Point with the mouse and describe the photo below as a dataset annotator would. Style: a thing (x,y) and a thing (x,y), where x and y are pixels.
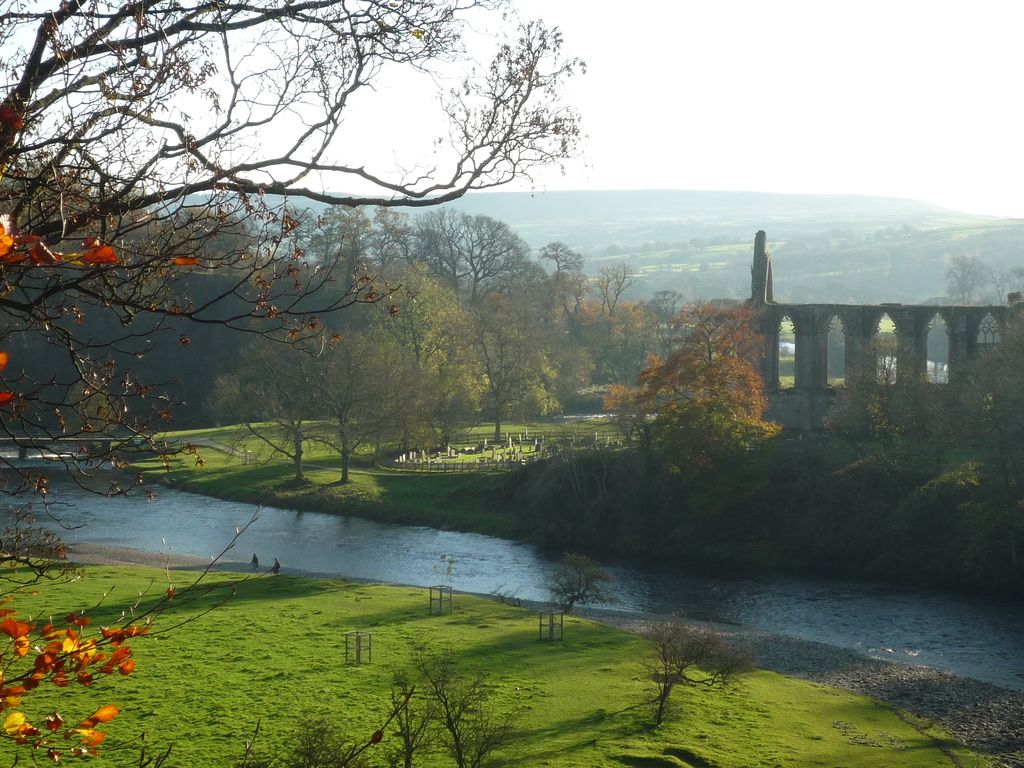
At the bottom of the picture (373,667), we see grass (587,700). Beside that, we see a water (181,537) in the river (129,528). We even see a bridge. There are trees (688,415) and beside that, we see pillars (784,410). In the background (720,237), there are trees (559,277) and hills (703,199). At the top of the picture (676,95), we see the sky (888,93).
